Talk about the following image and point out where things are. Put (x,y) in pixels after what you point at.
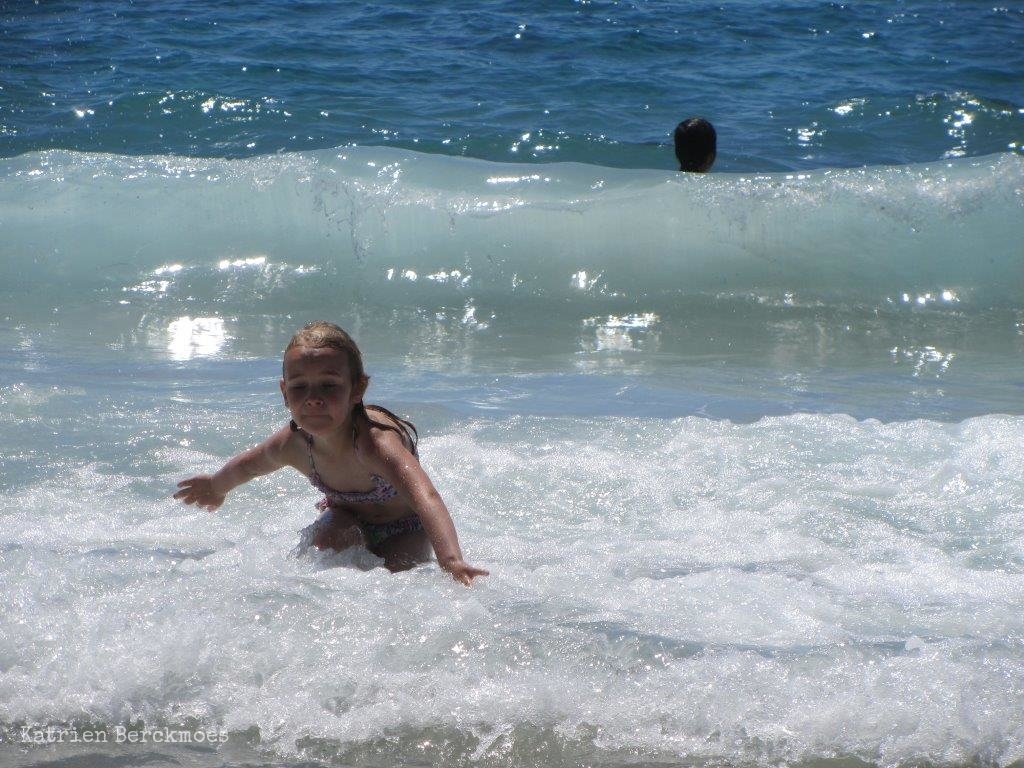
In this image we can see children (700,162) playing in the water (23,381).
